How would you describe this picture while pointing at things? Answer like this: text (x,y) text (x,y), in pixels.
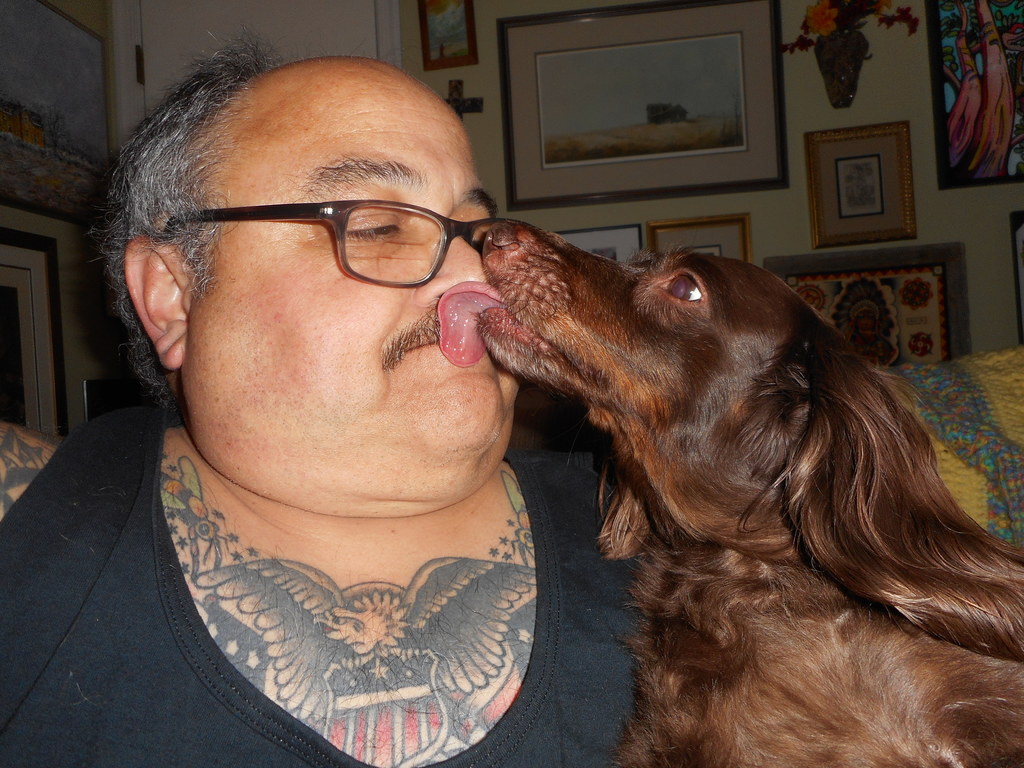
Here we can see a man (454,218) on the left side (44,612) and a dog (535,339) on the right side (693,669). In the background (572,76) we can see a photo frames (708,67) which are fixed to a wall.
